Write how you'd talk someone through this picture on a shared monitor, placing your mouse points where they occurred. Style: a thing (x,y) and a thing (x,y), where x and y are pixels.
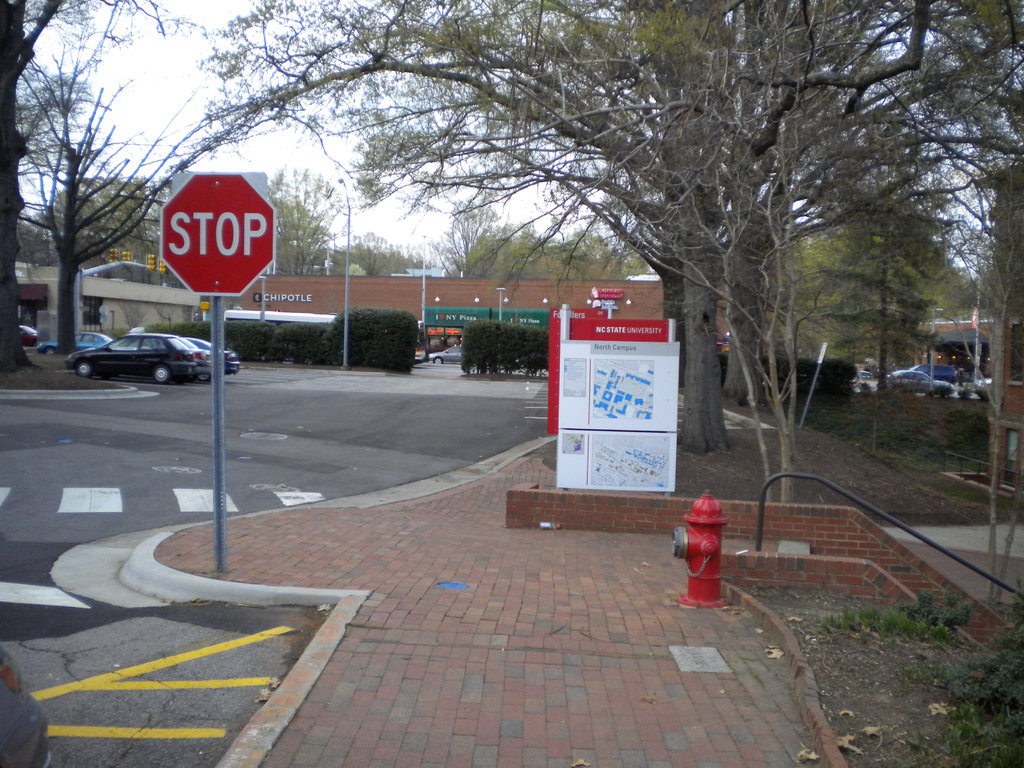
In this image we can see some houses (490,284), light poles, signboard (267,210), there is a fire hydrant (694,533), there are plants (528,342), trees (708,426), vehicles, there is a board (656,446) with text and images (584,438) on it, also we can see the sky (560,219).
